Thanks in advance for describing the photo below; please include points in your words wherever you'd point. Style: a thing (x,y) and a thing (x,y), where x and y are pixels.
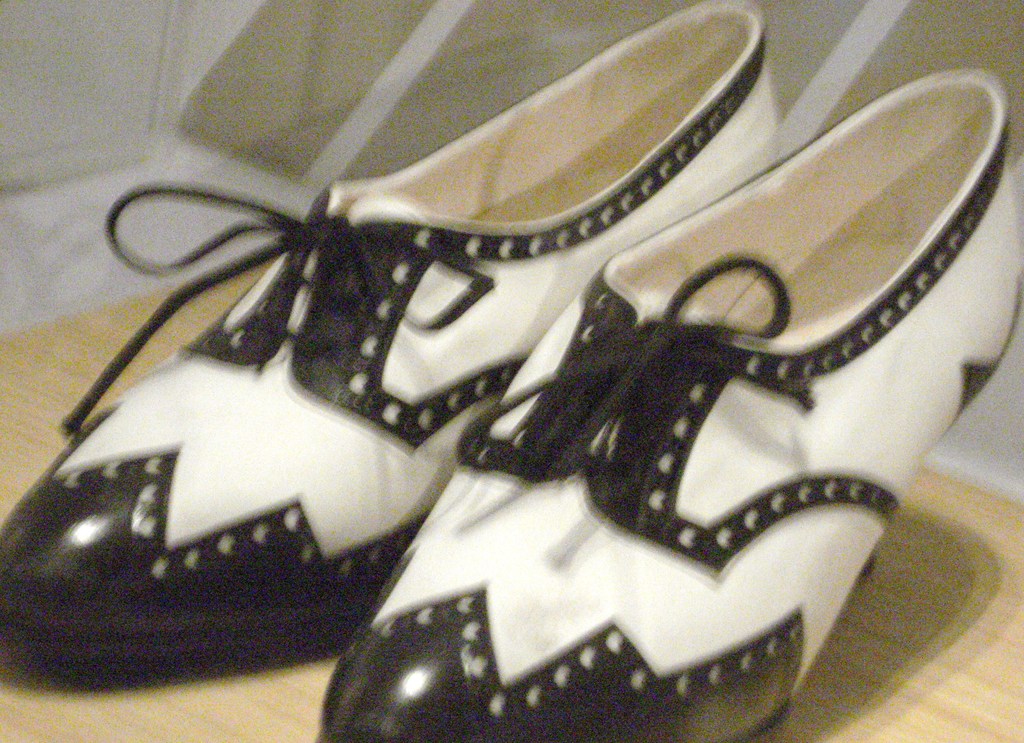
In the picture we can see footwear (446,431) which is in black and white color and there is a wall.
